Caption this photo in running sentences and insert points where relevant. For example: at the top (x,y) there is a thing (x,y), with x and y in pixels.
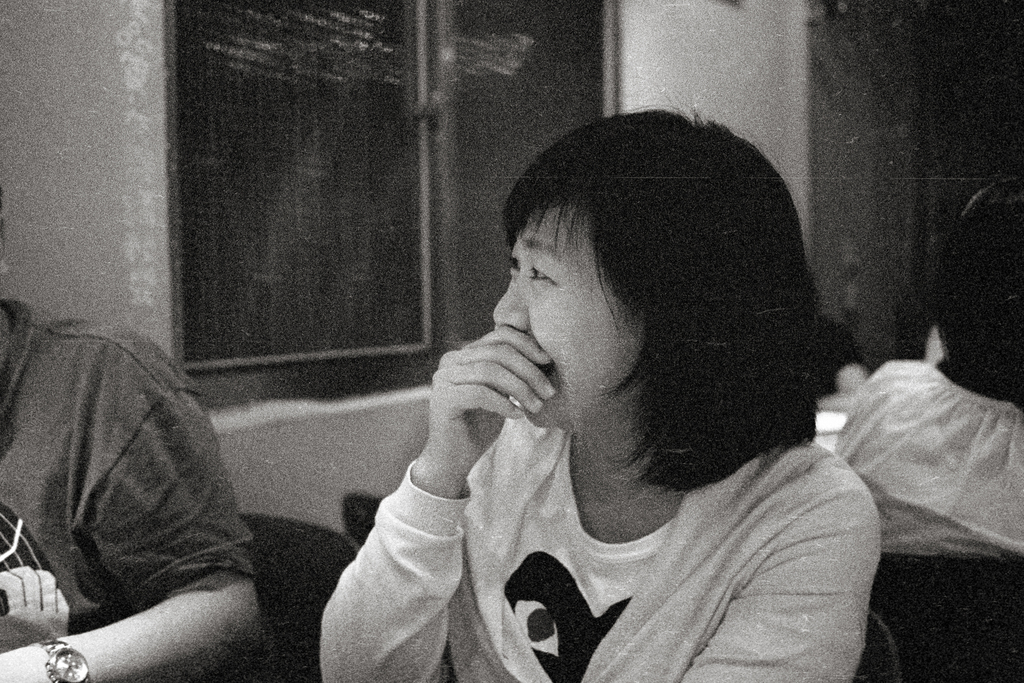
In this image I can see two persons (638,498). There is a wall (942,131) with window (315,171) and in the background (1000,435) there are few people (953,327).
